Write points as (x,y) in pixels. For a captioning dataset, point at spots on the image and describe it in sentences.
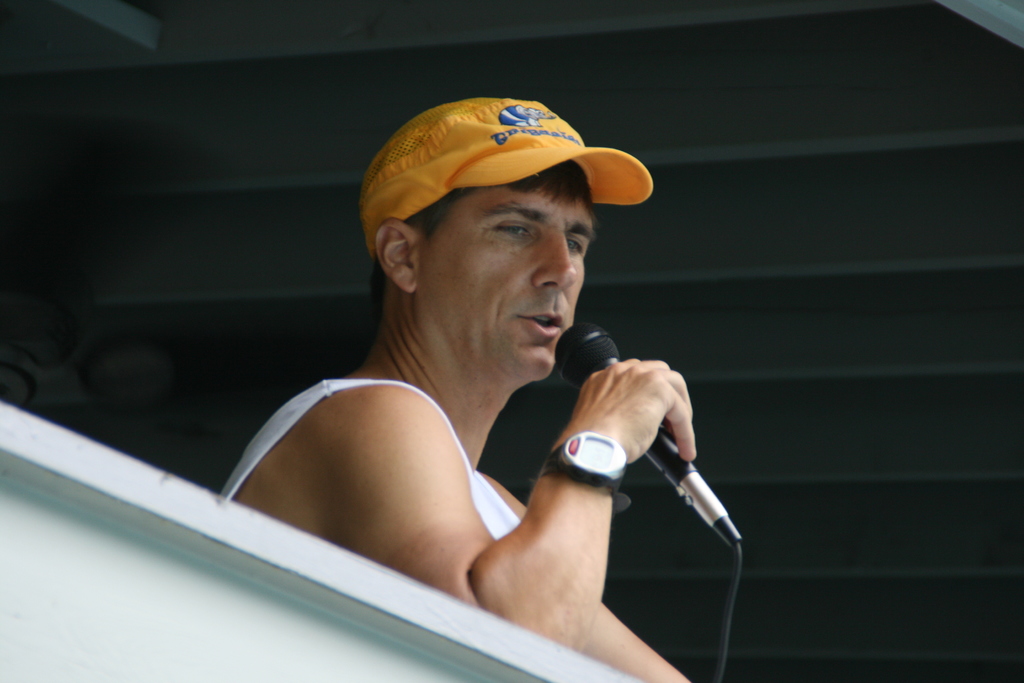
He is sitting. He is holding a mic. He is wearing a cap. He is wearing a watch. We can see in background (213,284) black color wall (921,265).
